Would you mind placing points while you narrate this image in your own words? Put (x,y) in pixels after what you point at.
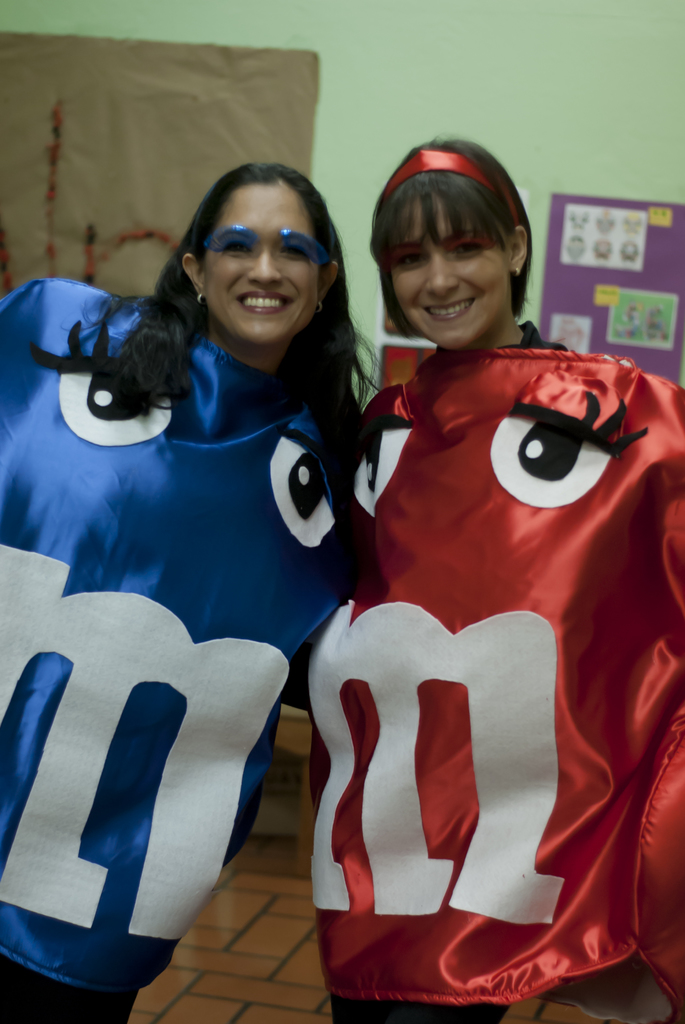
On the right side (598,729) a woman (598,729) is smiling, she wore a red color dress (525,604). On the left side (210,638) another woman (176,675), she wore blue color dress (158,610). Behind them there is a wall (390,127).
